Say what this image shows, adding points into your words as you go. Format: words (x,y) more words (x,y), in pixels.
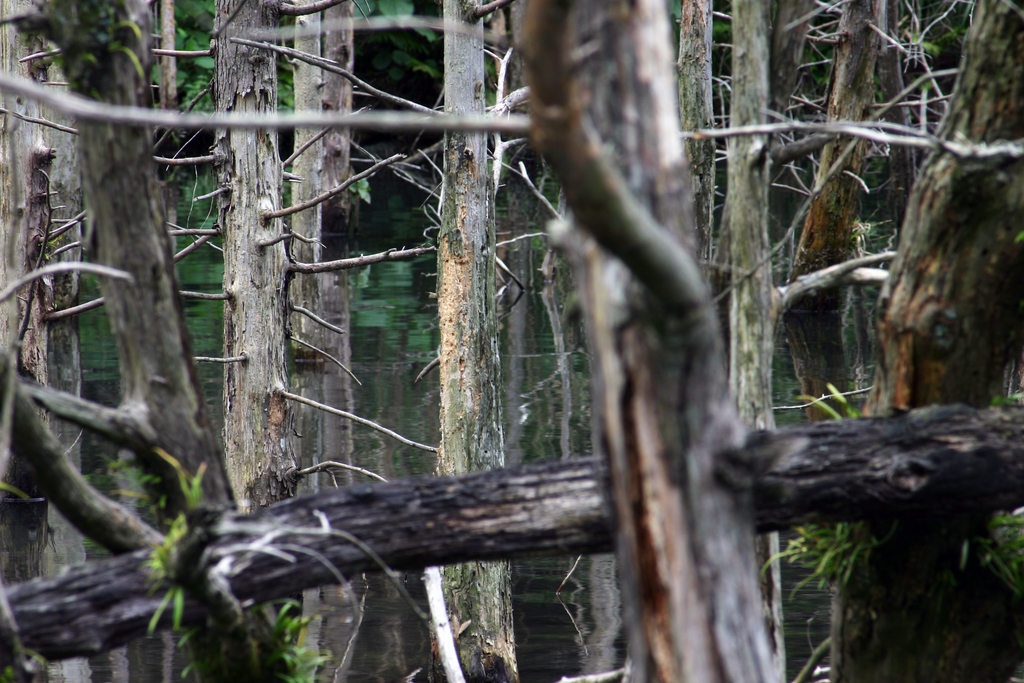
In this image I can see dried trees (654,420). Background (391,9) I can see few trees (193,77) in green color.
